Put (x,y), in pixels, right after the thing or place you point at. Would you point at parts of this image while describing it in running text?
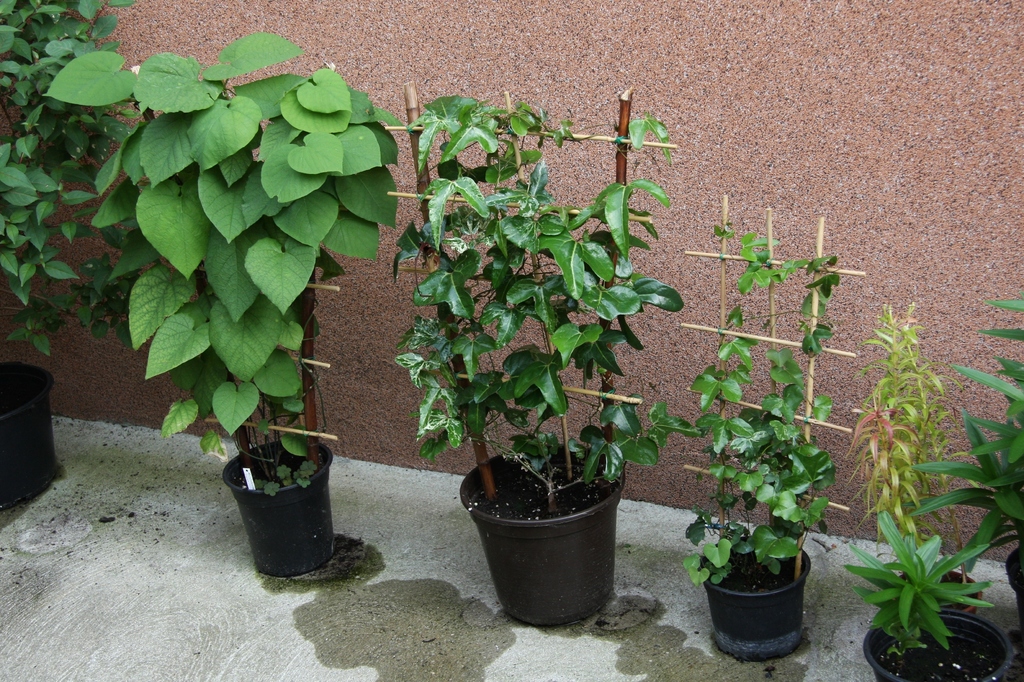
There are pot plants (190,413) arranged on the floor (859,653). In the background (660,24), there is wall (653,73).
